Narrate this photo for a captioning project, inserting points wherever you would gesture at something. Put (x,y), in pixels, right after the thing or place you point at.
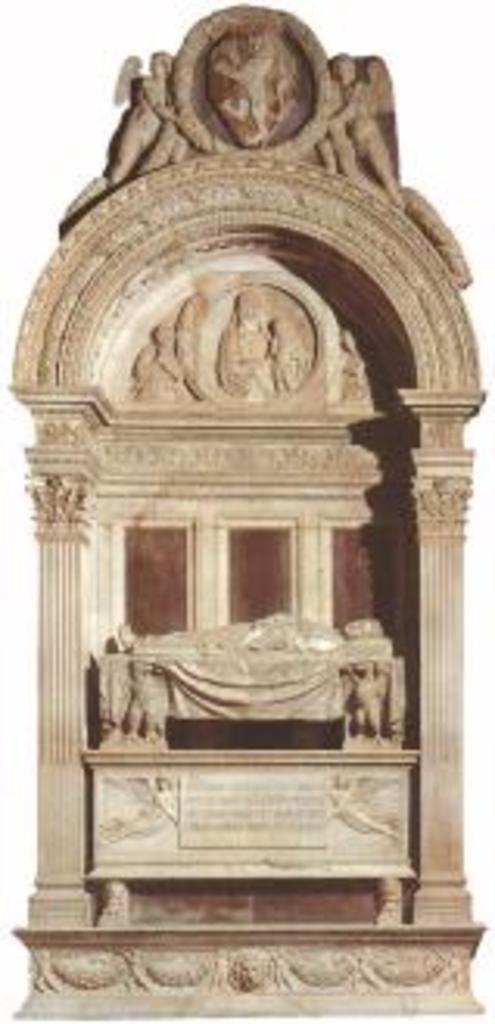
There is a carving (356,673) on a stone (257,875). There is a white background (6,624).
